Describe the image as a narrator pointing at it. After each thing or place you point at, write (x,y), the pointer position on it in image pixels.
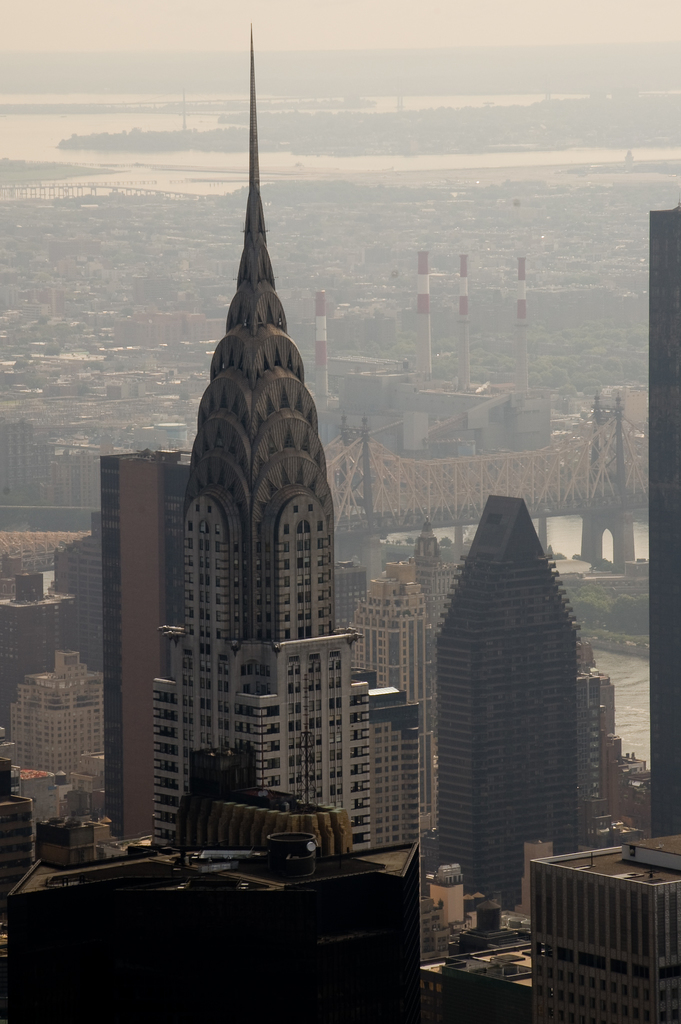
In this image there are buildings (234,691), there is bridge (505,472), there are towers (464,306), there is river (243,178), there is sky (132,44).
